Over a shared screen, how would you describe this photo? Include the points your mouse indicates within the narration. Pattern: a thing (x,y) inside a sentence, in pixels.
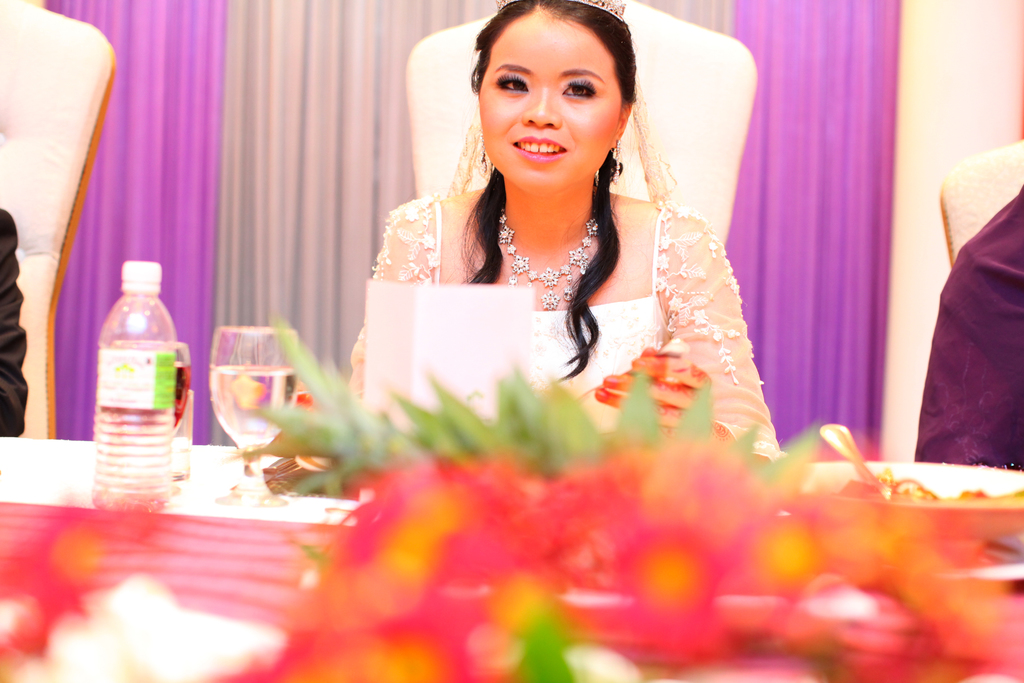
In this image there is a woman (617,35) wearing a white dress (616,317), ornament (593,223) and a crown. In front of her there is a table (360,491), on the table (87,453) there are bottle (146,392), two glasses (231,376), flowers (587,485) and bowl (905,511). In the background (884,240) there is a curtain (849,156). In the right (991,251) and left there are two persons (946,300) sitting on chairs (994,189).
